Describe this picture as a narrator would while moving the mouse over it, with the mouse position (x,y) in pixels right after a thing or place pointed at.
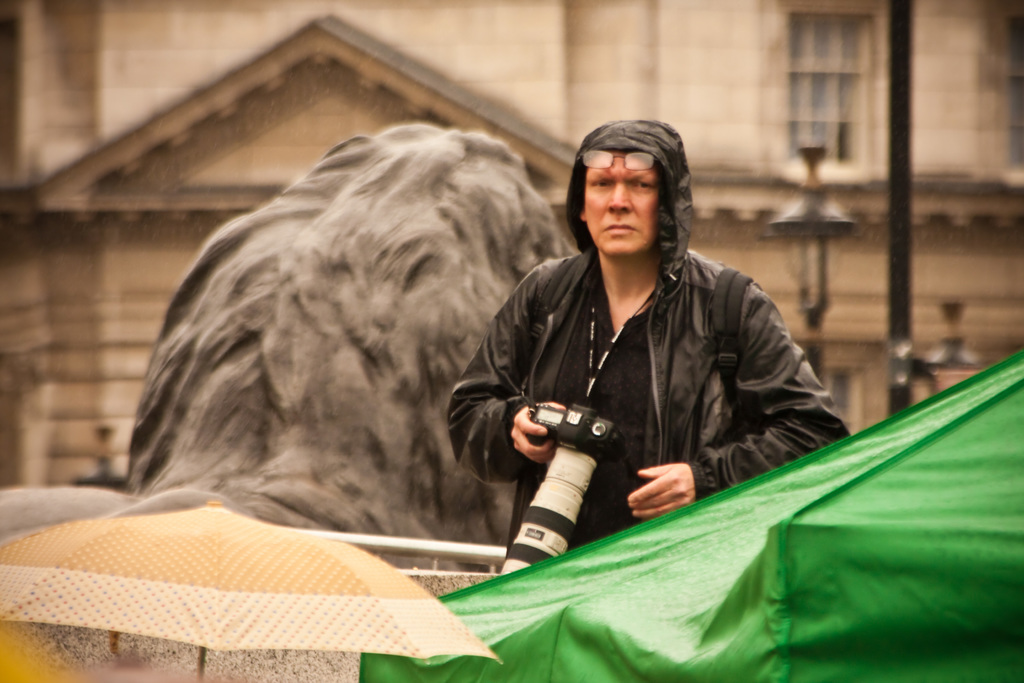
In this picture we can see a person (632,460) is holding a camera (607,442), at the bottom (562,622) there is an umbrella (359,639) and green color cover (528,606), we can see a statue (448,347) in the middle (421,314), in the background (926,110) there is a building (926,110) and a pole (892,175).
